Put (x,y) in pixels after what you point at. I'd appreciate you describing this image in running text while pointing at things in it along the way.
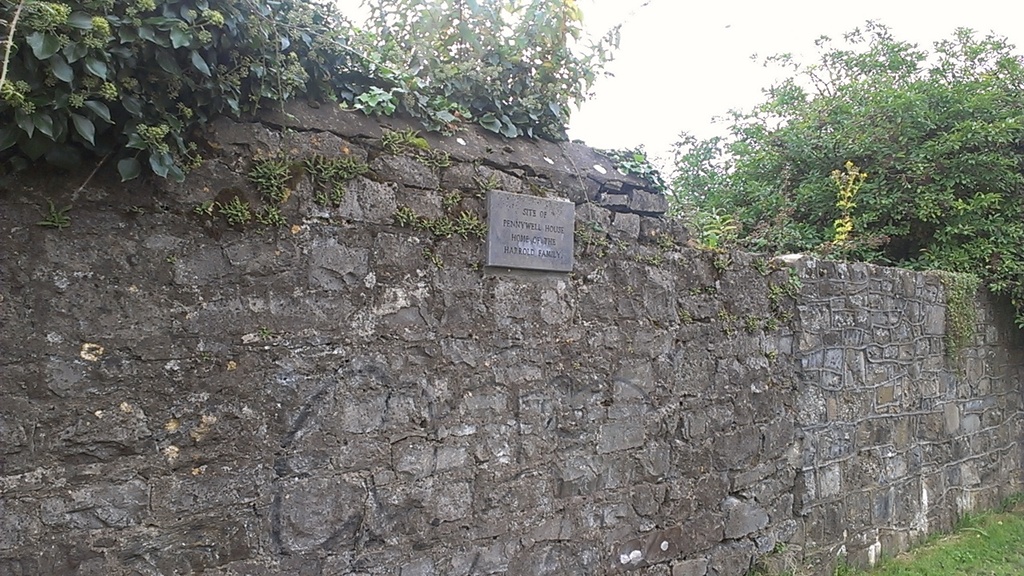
In the image we can see the wall (619,403) made up of stones (522,414). We can see a board (529,253) and text (518,234) on it, we can even see the grass (967,535), trees (827,186) and the sky (650,56).
